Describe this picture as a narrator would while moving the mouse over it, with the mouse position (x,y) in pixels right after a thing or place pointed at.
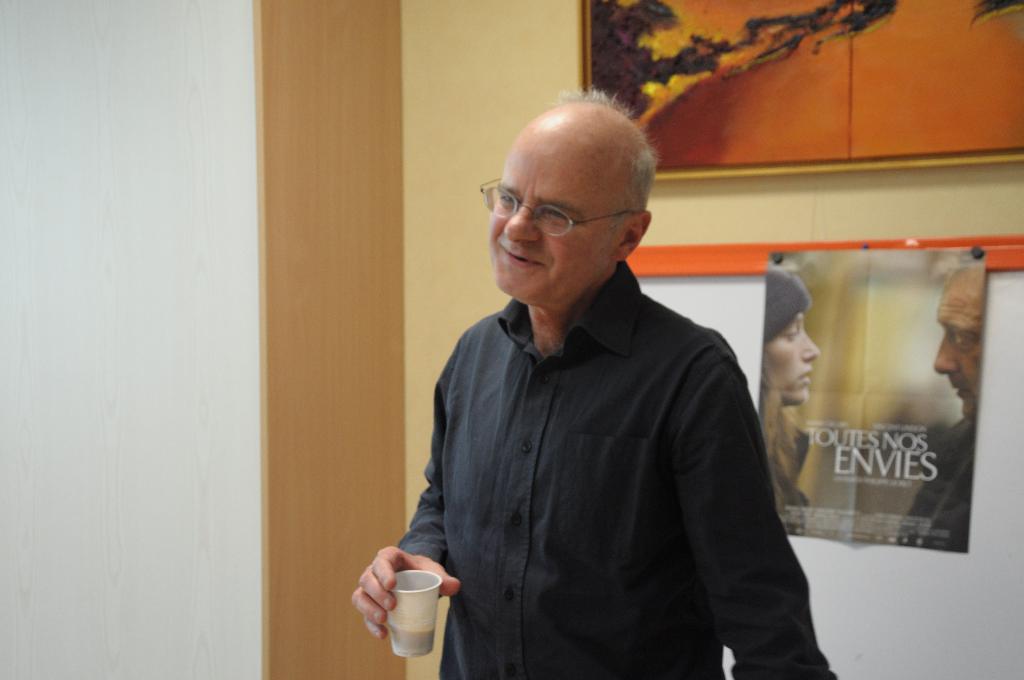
In this image we can see a person (439,450) holding a glass (400,600), there is a photo frame (796,107) and a board (921,246), on the board (940,246), we can see a poster (798,297) and also we can see the wall (345,380).
